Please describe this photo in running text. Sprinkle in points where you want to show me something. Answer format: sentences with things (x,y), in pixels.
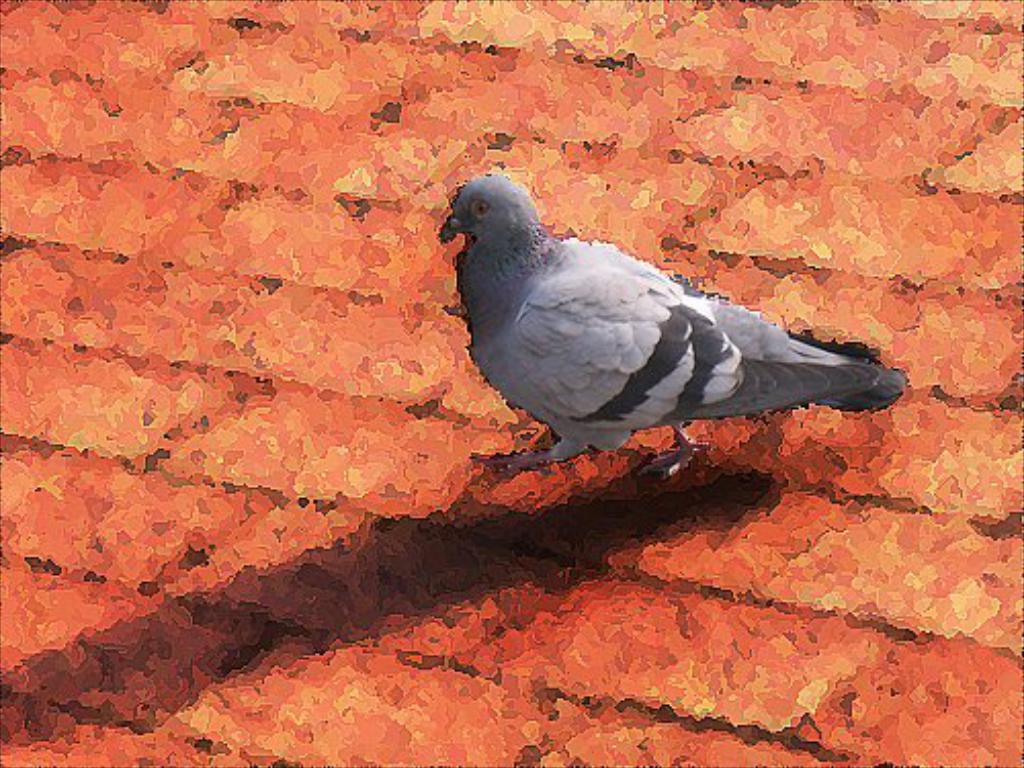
This is an edited image. In the center of the picture (518,304) there is a pigeon (562,375). In this picture there is a red color object (692,154).
